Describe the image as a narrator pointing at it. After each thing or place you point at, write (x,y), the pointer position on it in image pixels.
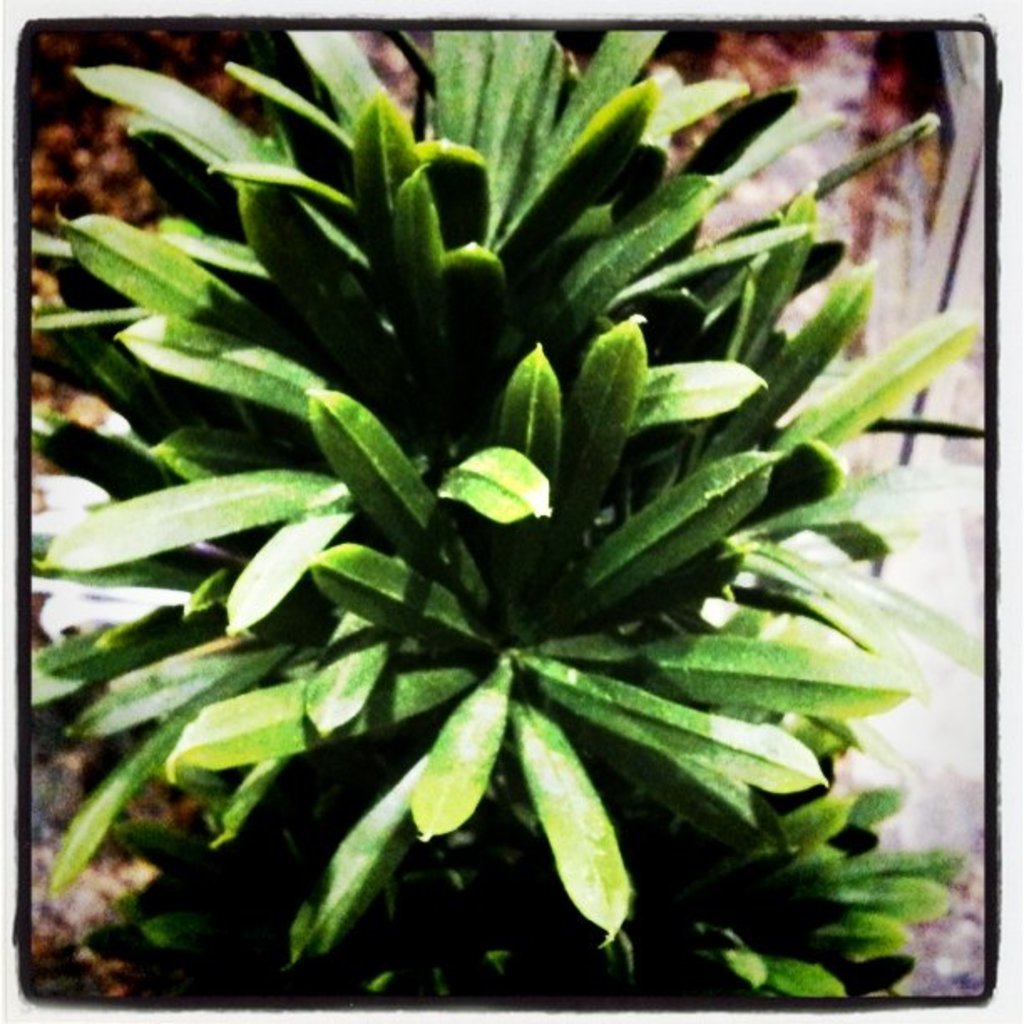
In this image I see the plant (384,389) which is of green in color and I see that it is black on the borders.
